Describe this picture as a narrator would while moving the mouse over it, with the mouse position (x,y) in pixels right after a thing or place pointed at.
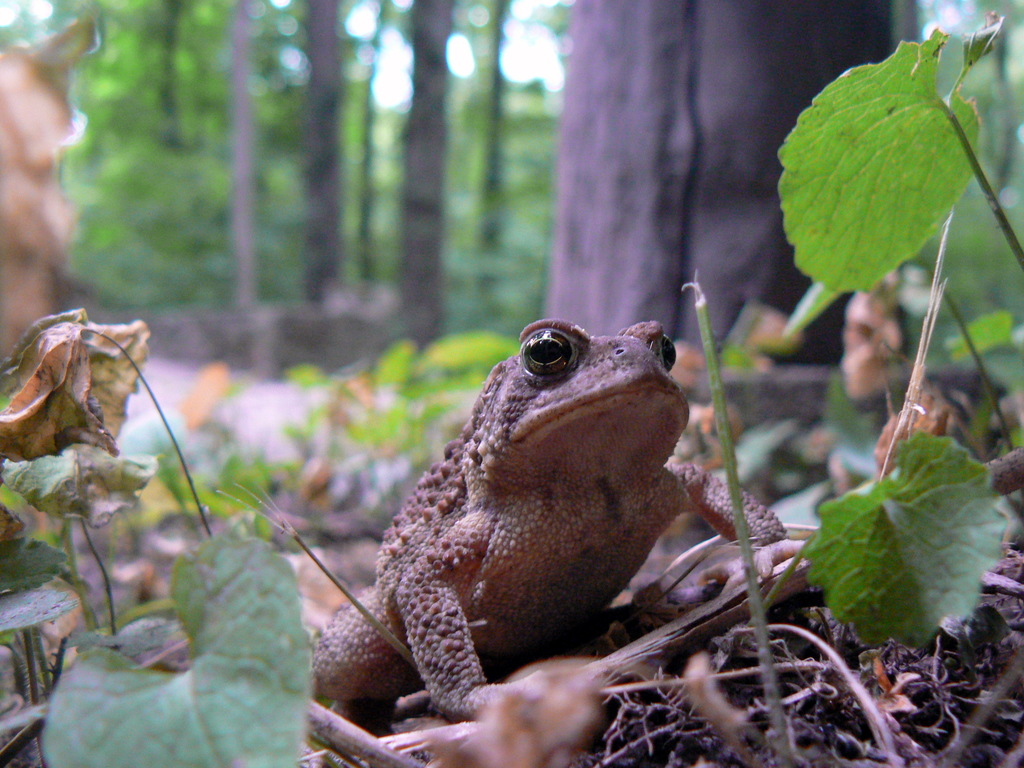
In this image we can see a frog (503,515) on the ground (656,628) and there are few trees (589,234), plants (229,589) and the sky (389,67) in the background (517,65).
